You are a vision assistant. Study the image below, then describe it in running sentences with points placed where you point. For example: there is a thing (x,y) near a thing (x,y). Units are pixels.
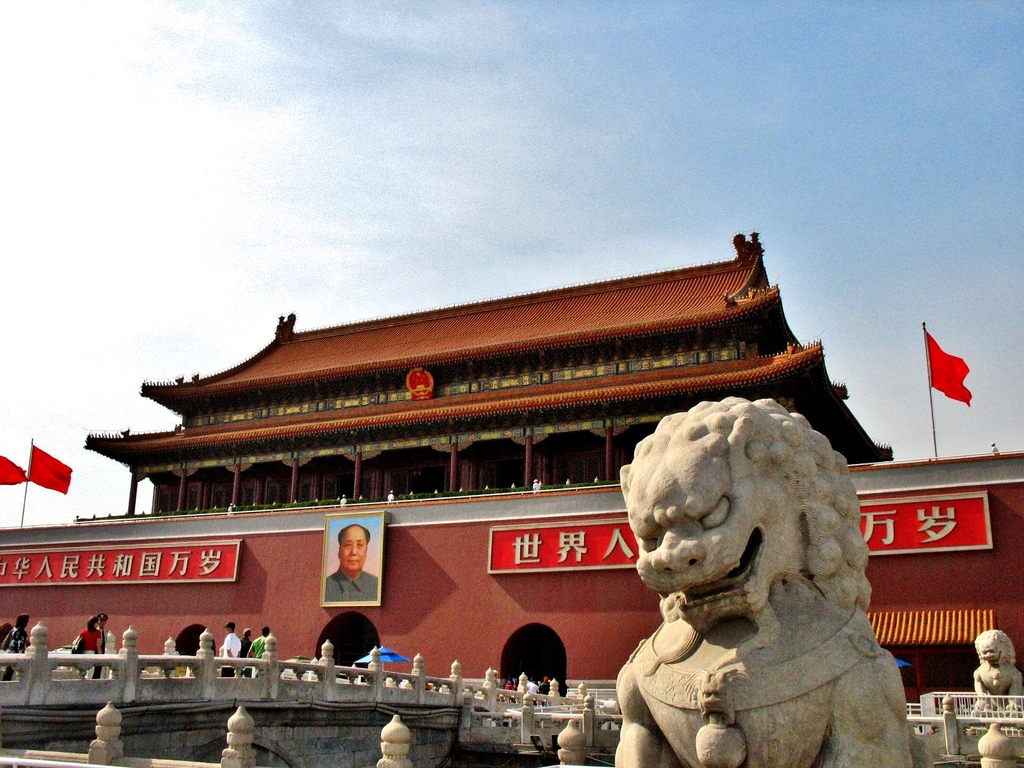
In this image in front (811,752) there are statues (800,680). There are people (247,645) standing on the bridge (396,702). Behind them there is a wall (439,640) with the photo frame (374,568) and name boards (536,570) on it. In the background of the image (318,477) there is a building (562,410). There are flags (54,467) and there is sky (493,124).
